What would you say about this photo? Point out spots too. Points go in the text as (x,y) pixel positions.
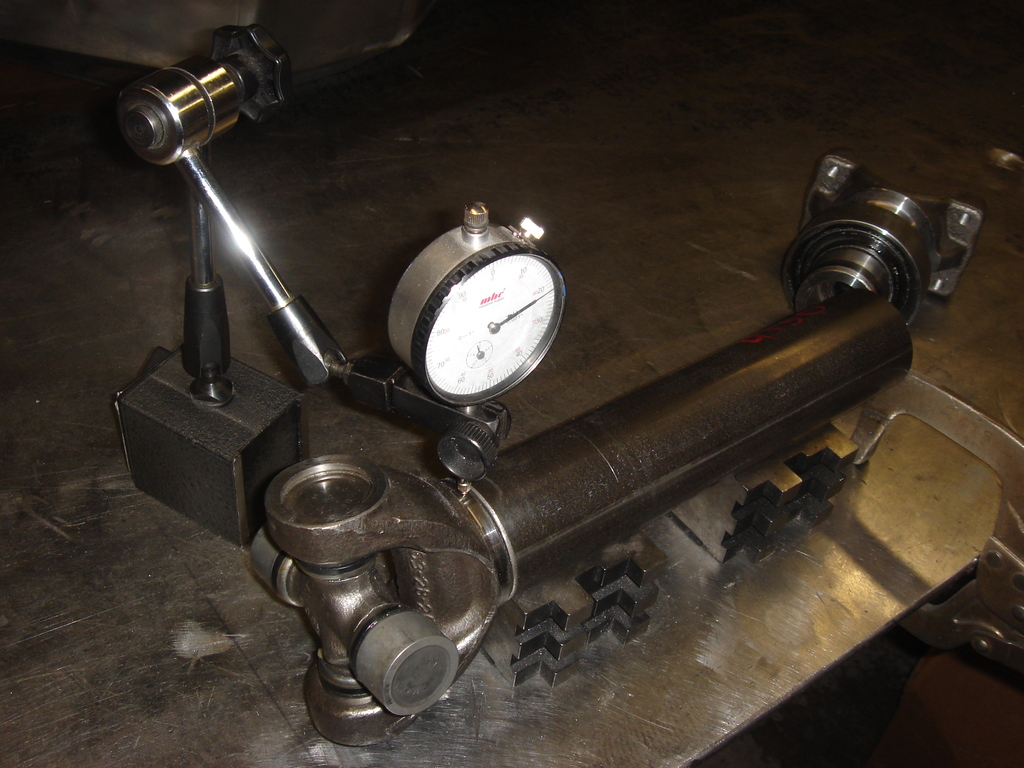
In this image we can see a machine tool (478,438) placed on the table (775,577).
